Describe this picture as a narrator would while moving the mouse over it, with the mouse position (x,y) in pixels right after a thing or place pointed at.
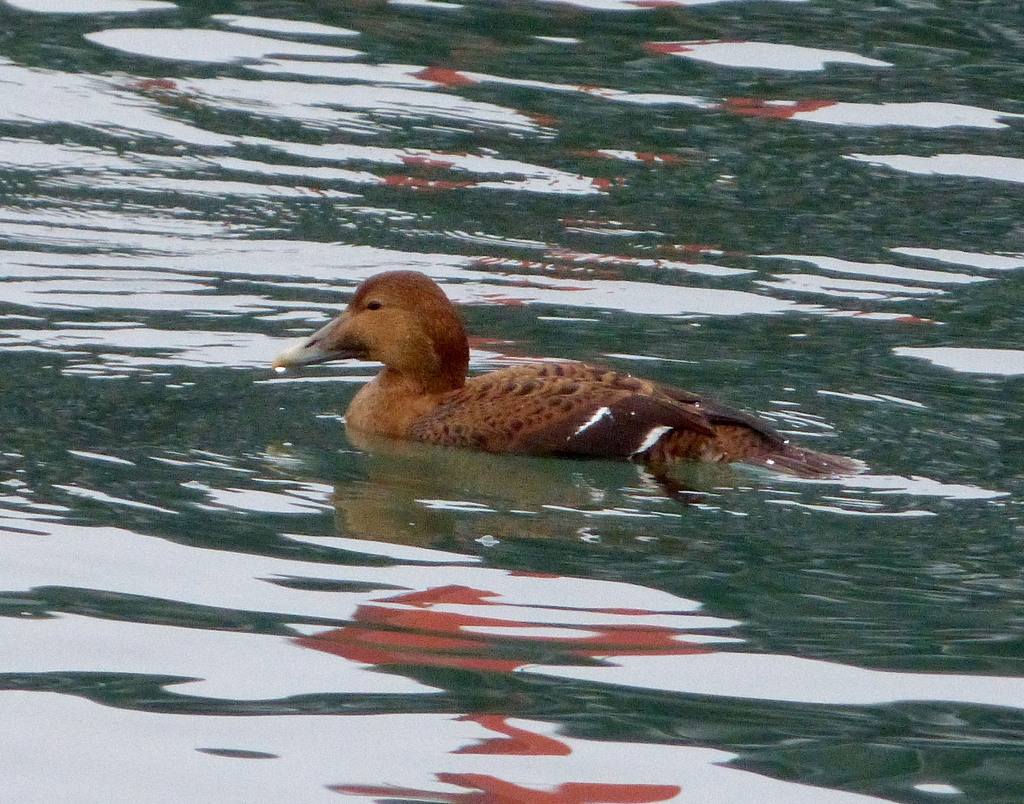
In the center of the image (463,448) we can see one bird (511,419) in the water (492,524). And we can see the bird (488,441) is in brown color. In the background (486,311) we can see water (309,201).
